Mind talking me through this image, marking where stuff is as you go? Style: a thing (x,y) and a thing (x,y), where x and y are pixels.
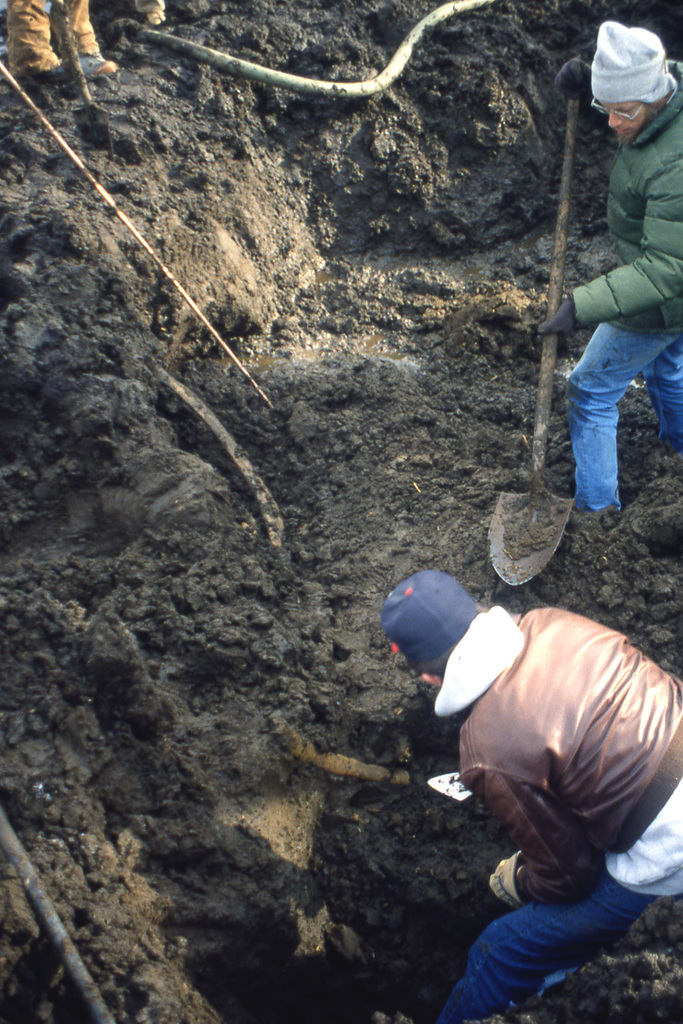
In this image there are two persons (577,493) who are digging the mud (268,608) with the shovel (561,307). On the left side (48,36) top there is a person (88,45) standing on the soil (72,85). At the bottom (48,927) there is a wooden stick (48,903). Both the persons (577,614) are wearing the jackets (518,709) and caps (393,642).
